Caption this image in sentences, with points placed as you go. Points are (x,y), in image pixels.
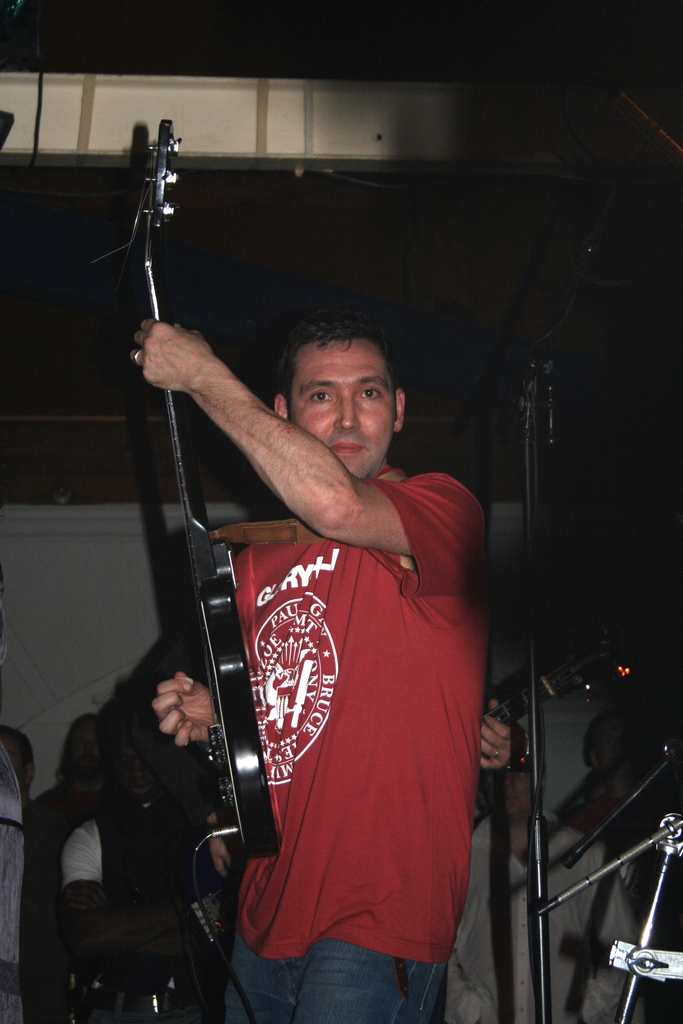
In this image i can see a man (327,683) holding a guitar (211,666) at the back ground (184,806) i can see few other persons (100,773) and a building (100,454).
